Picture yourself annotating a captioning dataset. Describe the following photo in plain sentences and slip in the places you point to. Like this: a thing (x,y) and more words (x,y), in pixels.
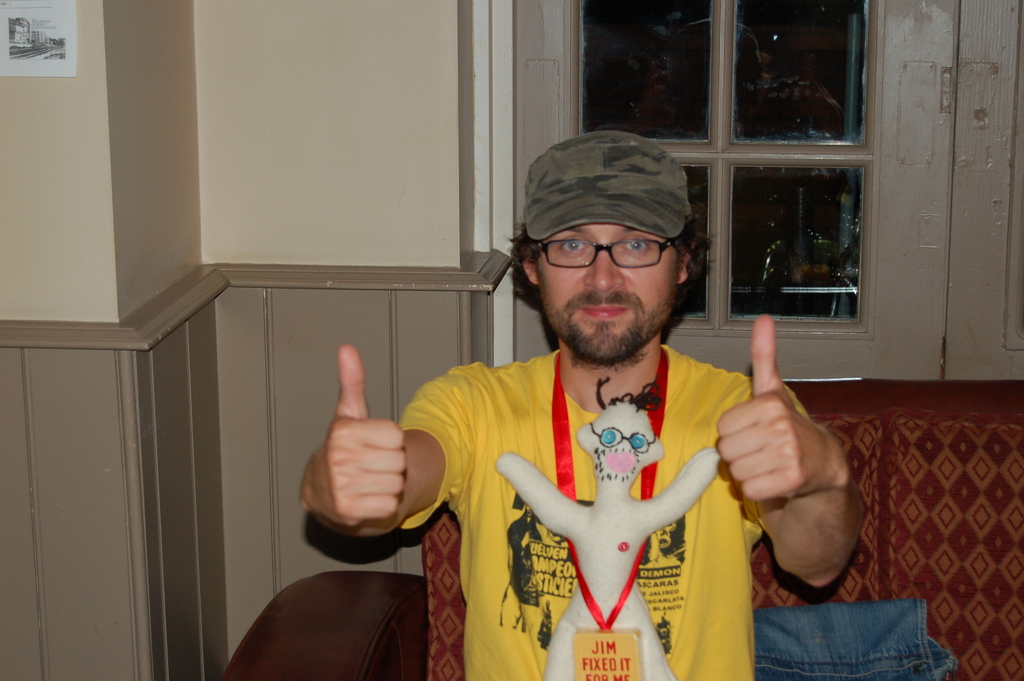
In this image in the center (593,416) there is one person (586,420) who is wearing a cap (599,174), and glasses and he showing his thumb fingers (357,365). And in the background (292,624) there is a couch (979,468), clothes (894,640), wall (95,655), window (722,91). And in the top left hand corner (49,61) there is some poster (57,45) on the wall (89,81).
